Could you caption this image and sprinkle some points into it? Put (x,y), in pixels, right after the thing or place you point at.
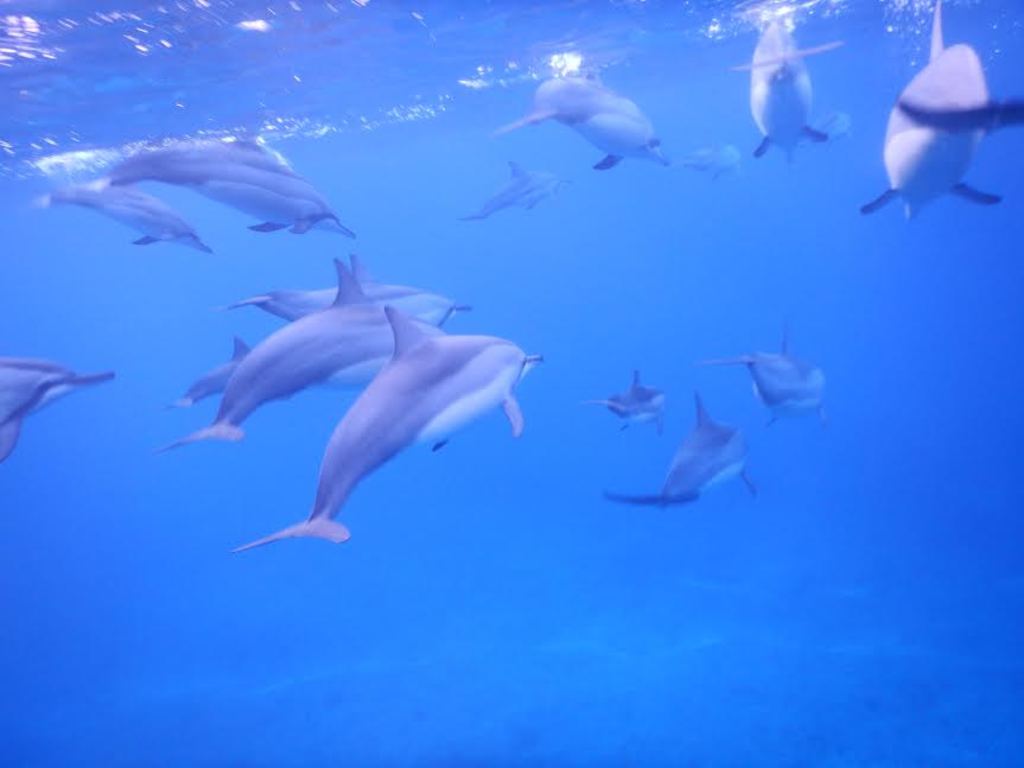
In this image there are a few dolphins (793,65) in a water (882,433).
